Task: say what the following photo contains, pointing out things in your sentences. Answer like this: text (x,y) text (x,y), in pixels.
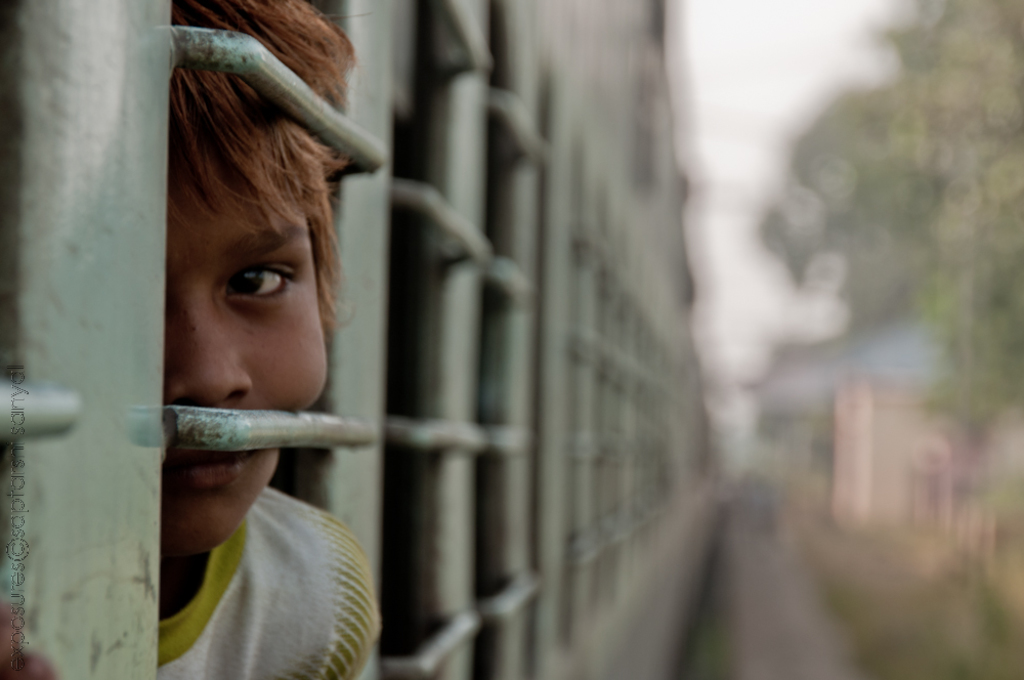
In the foreground of this image (60,641), there is a kid (249,239) inside a train (69,657) near a window (308,433) on the left (296,578) and on the right (819,428), the image is blur.
